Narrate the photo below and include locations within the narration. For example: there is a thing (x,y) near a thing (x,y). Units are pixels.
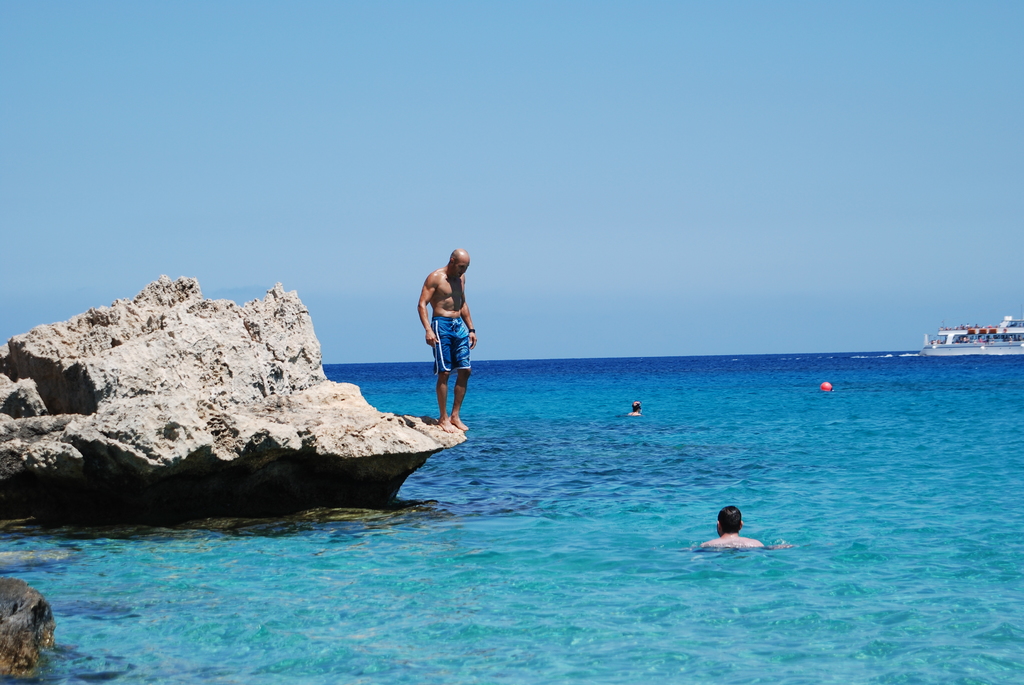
On the left side (223,419), there is a person (445,303) in a blue color short (440,339), standing on the edge (450,441) of a big rock (224,466), which is partially in the water (350,534). In which, there are two persons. In the background (1012,344), there is a boat (1015,328) on the water (761,371) and there is sky (796,84).
